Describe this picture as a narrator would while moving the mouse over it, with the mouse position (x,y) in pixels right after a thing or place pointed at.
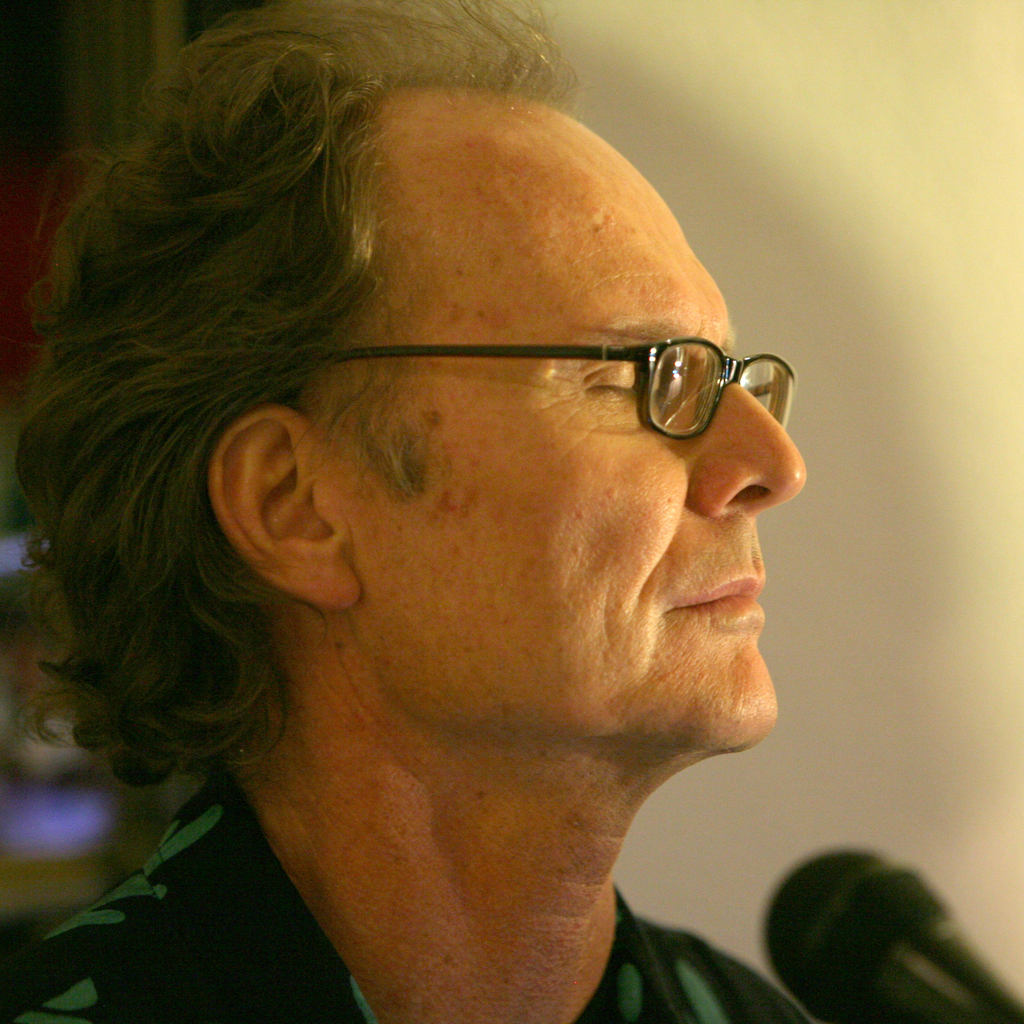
In this picture we can see a man (350,232) wore a spectacle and in front of him we can see a mic (984,1000) and in the background (879,781) we can see the wall (606,76) and some objects (20,399).
